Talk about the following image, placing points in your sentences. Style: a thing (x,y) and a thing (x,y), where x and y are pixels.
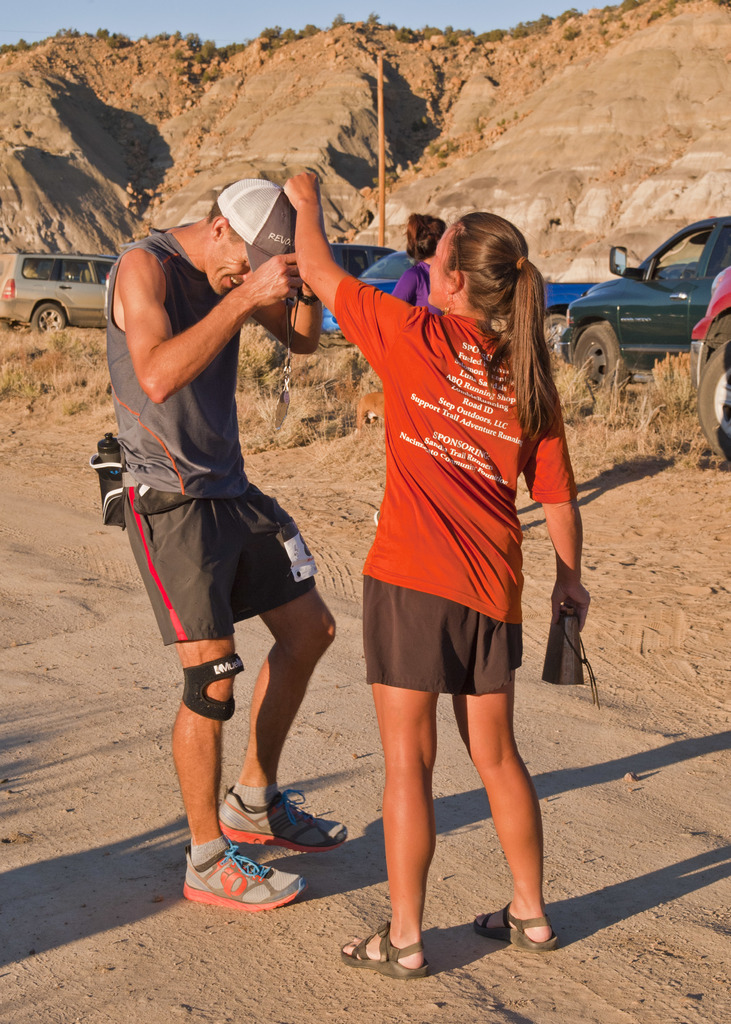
In this image there are persons (402,521) standing and playing. In the background (673,284) there are cars (357,260) on the road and there is a mountain (390,125) and there is a pole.
